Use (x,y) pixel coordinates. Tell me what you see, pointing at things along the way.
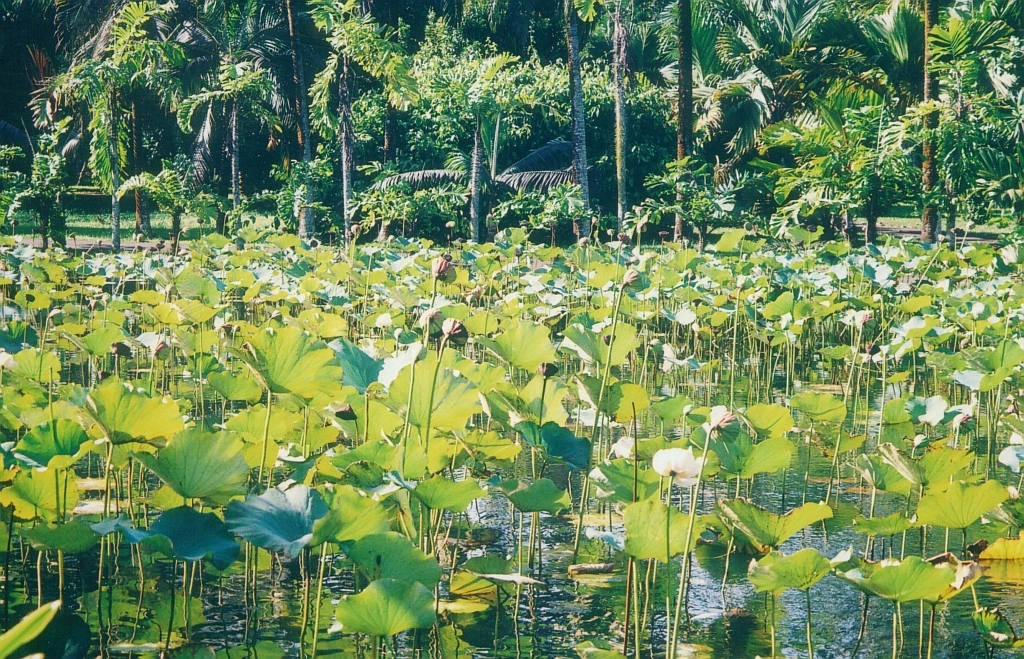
In this image we can see some plants (577,331) in the water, there are some flowers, trees (693,16) and grass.
